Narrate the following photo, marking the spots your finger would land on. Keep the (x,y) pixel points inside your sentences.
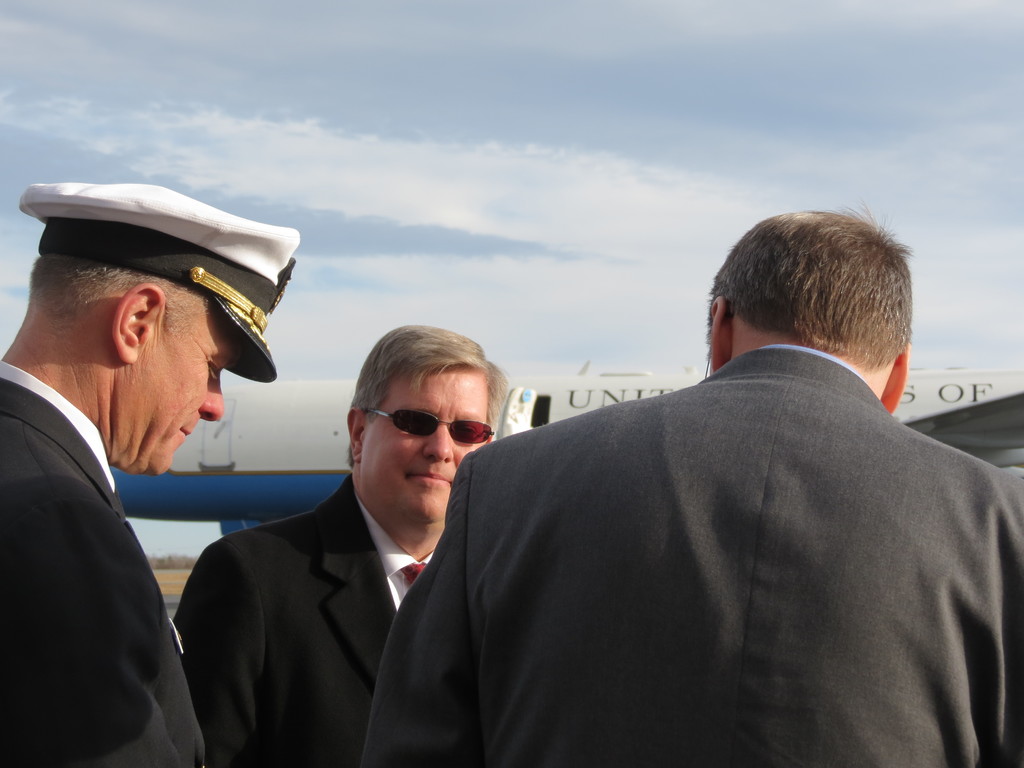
In this image I can see three persons (68,460) standing. The person (687,514) in front (712,549) wearing gray color blazer (725,550), the person (301,591) in the middle (415,383) wearing black blazer (352,577) and the person (97,598) at left (122,598) wearing black color blazer (145,598). Background (561,393) I can see an aircraft (553,381) and sky (574,282) is in white and blue color.
